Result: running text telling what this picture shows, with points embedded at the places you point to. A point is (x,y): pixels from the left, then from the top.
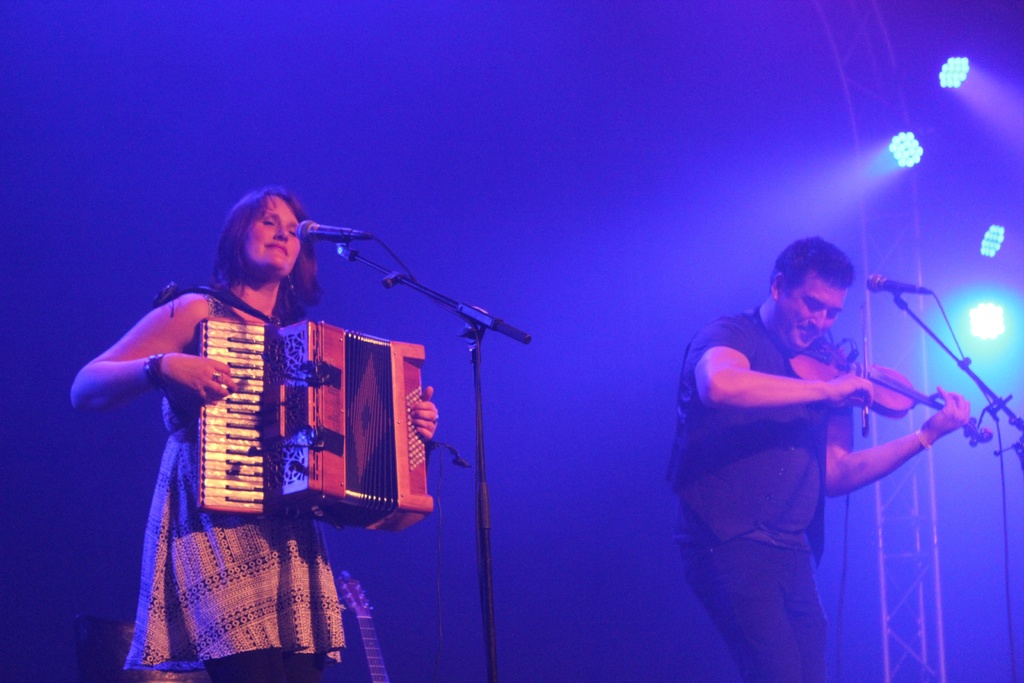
In this image we can see a man (798,398) playing a violin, next to him there is a lady (231,273) playing an accordion (273,449) and there are mics (326,228) placed in the stands (475,316). We can see lights (908,136).
